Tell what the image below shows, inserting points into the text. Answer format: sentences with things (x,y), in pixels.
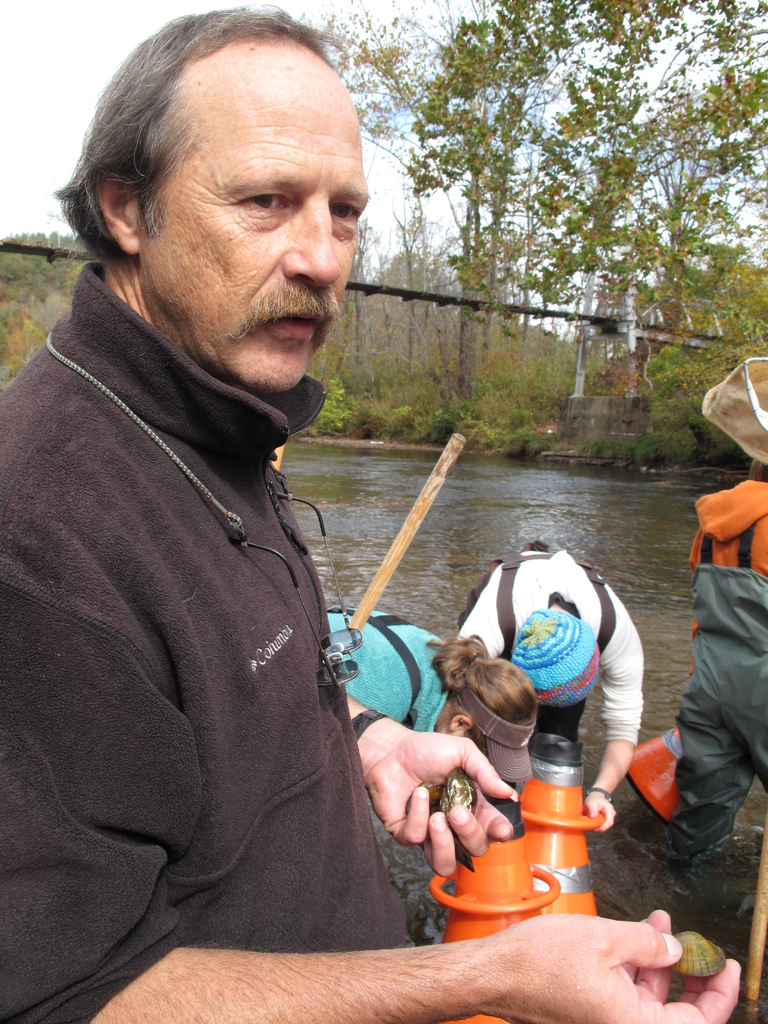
In this image, I can see four persons (723,652) standing and there are objects (580,859) in the water (647,837). In the background (527,328), I can see the trees (448,371), a bridge (447,304) and the sky (388,146).
